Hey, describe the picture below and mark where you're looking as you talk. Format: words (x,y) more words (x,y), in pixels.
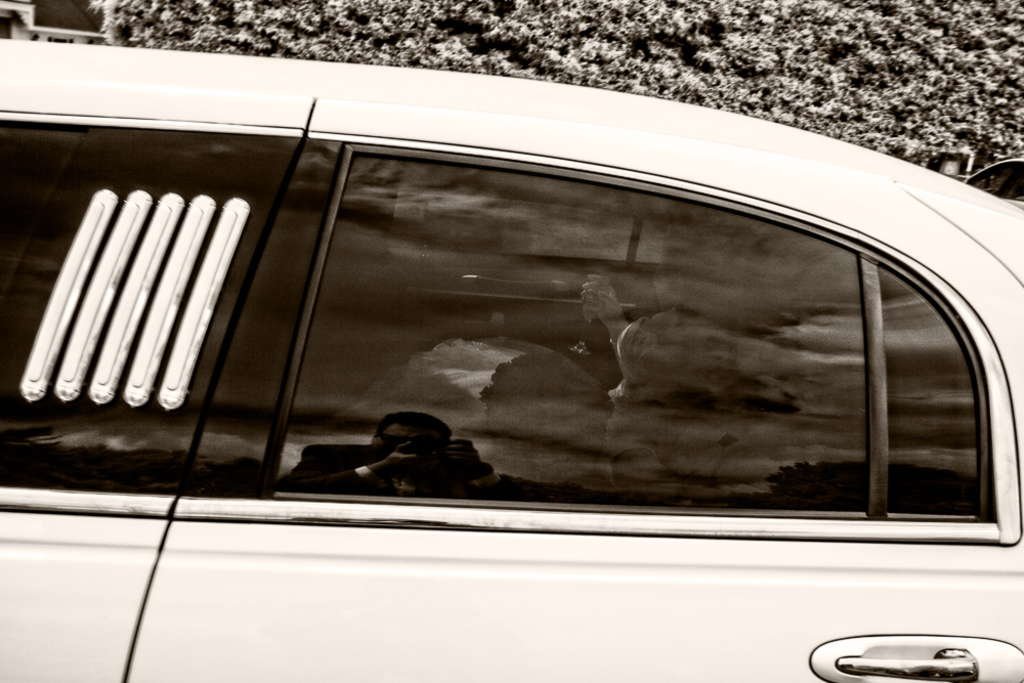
This is a black and white image. Here I can see a car (258,571). On the window glass (446,420), I can see the reflection (427,461) of a person (399,451) who is holding a camera (437,448) in the hands (406,443). At the top (417,32) there are some plants (570,44).
